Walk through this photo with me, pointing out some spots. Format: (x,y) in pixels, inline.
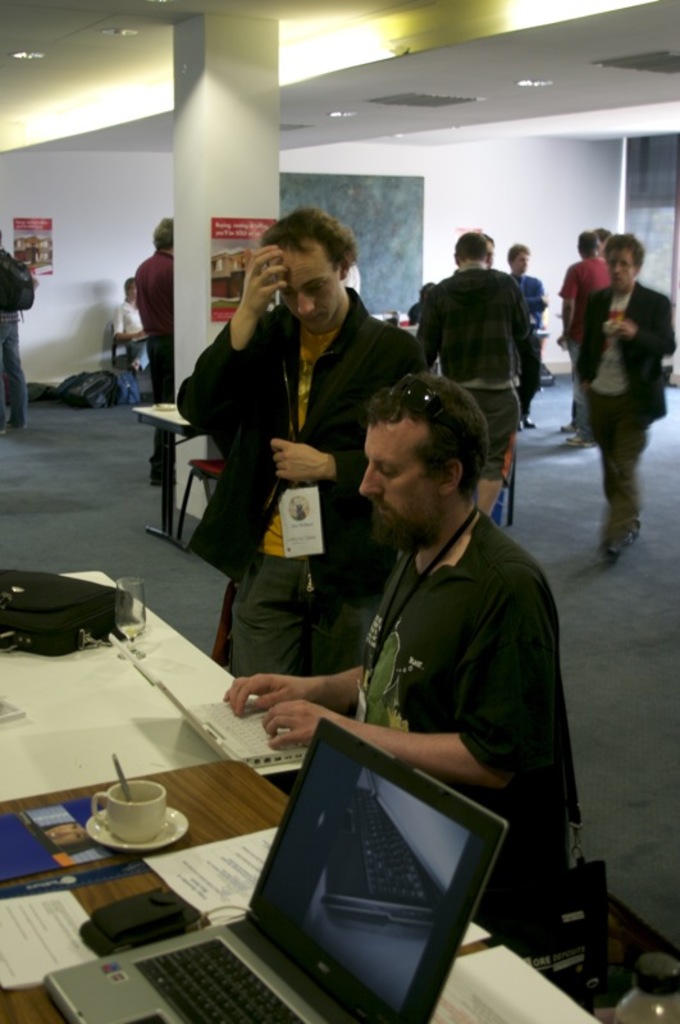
In the center of the image (324,388) we can see one person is standing and the other person (534,704) is sitting and he is working on the laptop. In front of them, we can see one table (99,783). On the table (99,783), we can see laptops (244,945), papers (234,878), one cup (94,807), saucer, pouch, glass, bag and bottle (655,1019). Behind the right side person (561,831), we can see one bag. In the background (594,191) there is a wall (521,194), board (366,197), pillar (249,194), one table (165,483), bags (115,381), one person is sitting, few people (500,338) are standing, few people (483,300) are holding some objects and a few other objects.
